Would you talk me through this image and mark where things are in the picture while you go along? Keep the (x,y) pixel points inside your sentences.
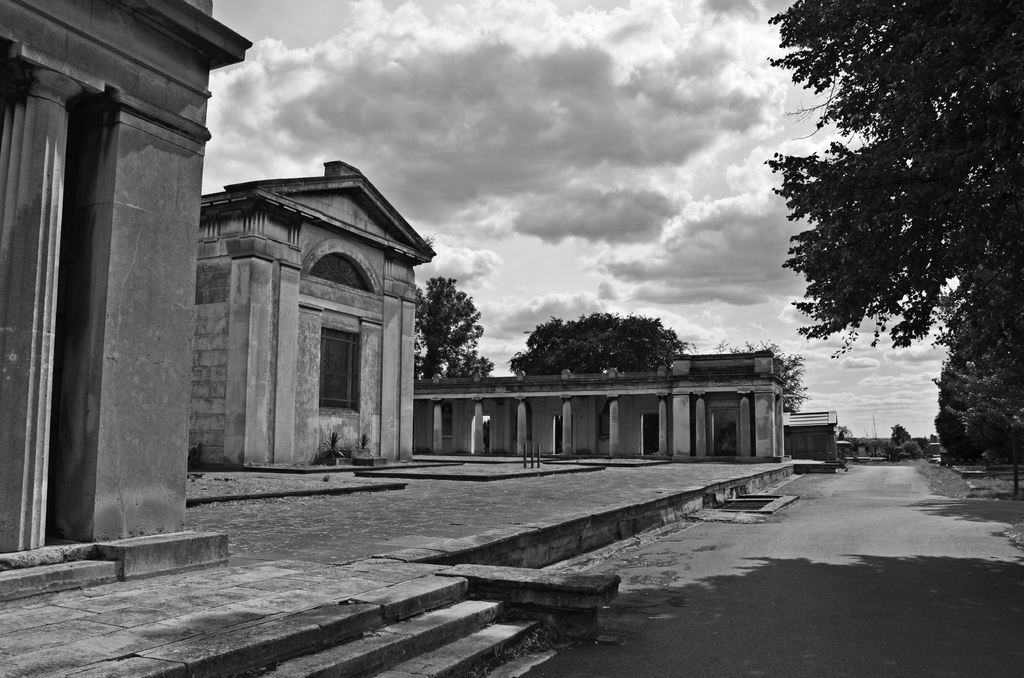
In the picture I can see buildings (475,425), trees (795,393) and some other things (578,507). In the background (654,149) I can see the sky (607,140).
